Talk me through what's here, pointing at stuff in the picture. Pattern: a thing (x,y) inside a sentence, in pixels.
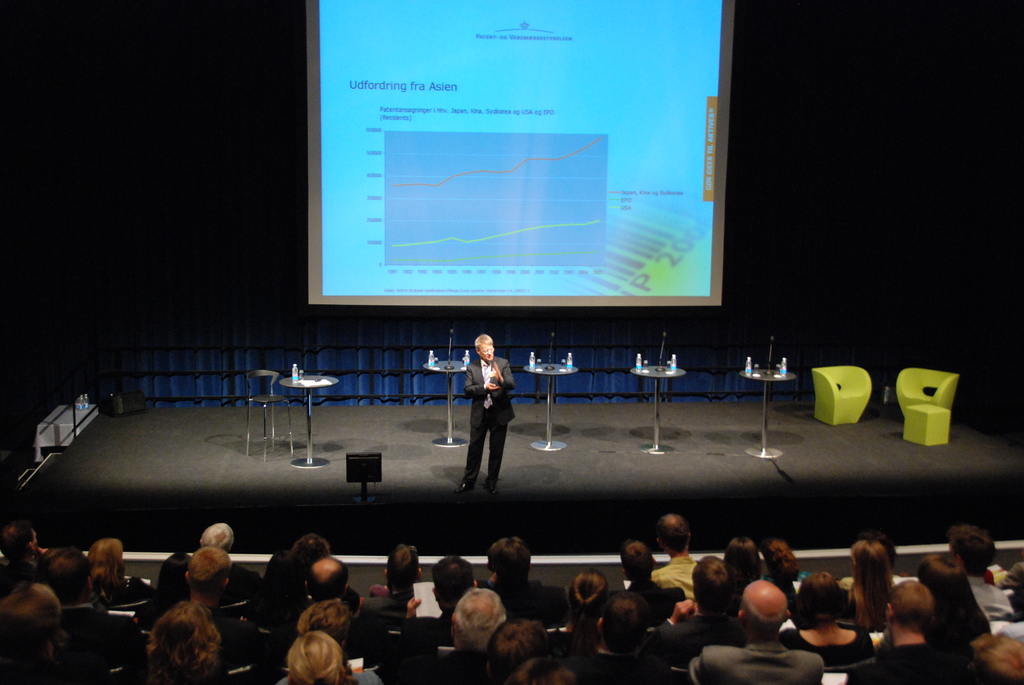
In this picture we can see a group of people (579,642), in front of them we can see a person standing on the stage (546,489), here we can see tables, chairs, bottles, screen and some objects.
